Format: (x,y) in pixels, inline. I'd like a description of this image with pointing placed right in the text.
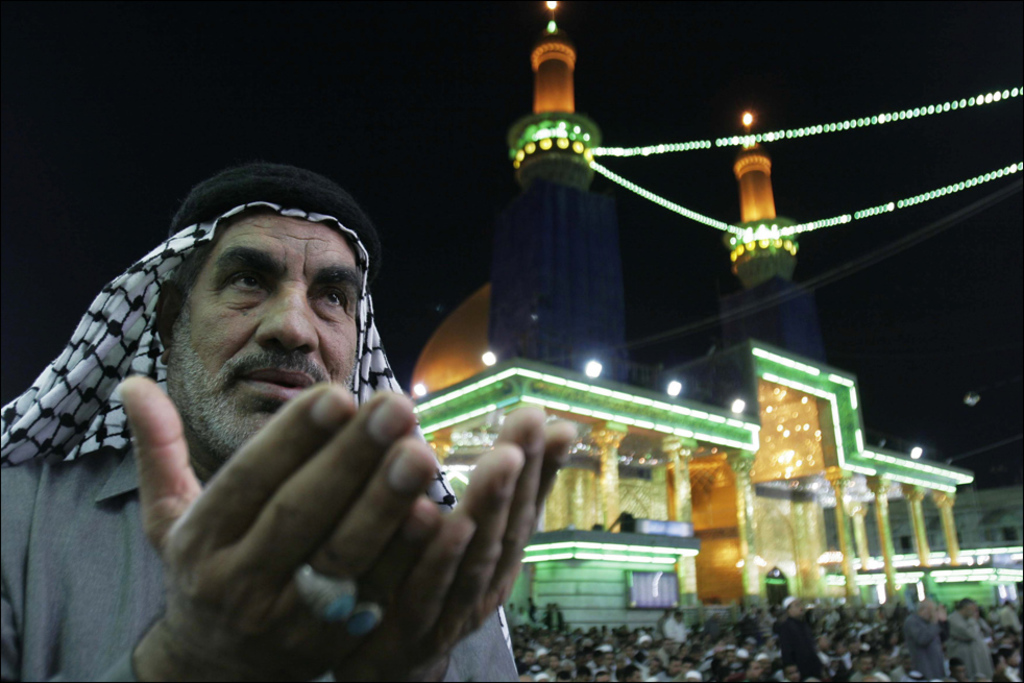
In this image in front (374,664) there is a person (236,460). Beside him there are a few other people (624,649). Behind them there are buildings (688,487). There are lights (629,394), pillars (614,431). In the background of the image (671,19) there is sky (733,18).
